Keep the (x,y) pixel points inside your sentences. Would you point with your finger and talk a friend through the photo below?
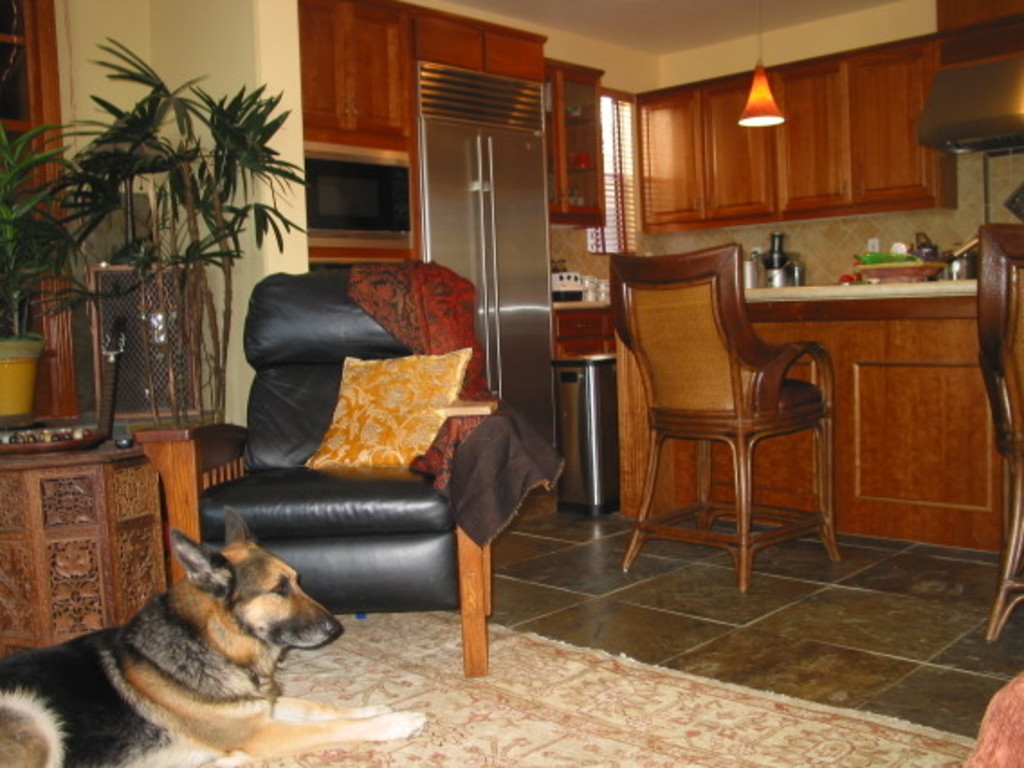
This picture is consists of a room (391,252) where there is a sofa (257,466) at the left side of the image (314,391) and a chair (666,316) at the center of the image (651,314), there are cupboards (881,120) all around the area of the image and kitchenware (883,277) on the desk (876,295) at the right side of the image (900,268) there is rug (364,749) on the floor (506,621) on which a dog (257,551) is sitting and there is a flower pot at the left side of the image (189,133) and there is a pillow (432,370) on the sofa (423,542).
